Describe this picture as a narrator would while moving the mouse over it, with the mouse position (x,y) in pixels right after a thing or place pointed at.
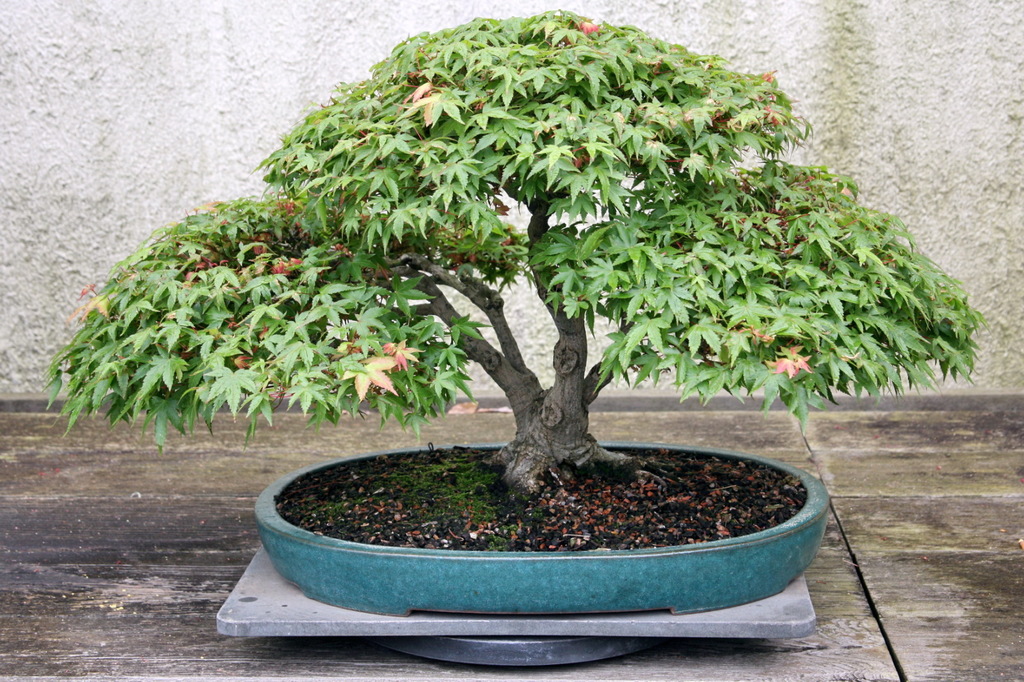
In this image I can see a small tree (581,461) in a pot (267,497).
